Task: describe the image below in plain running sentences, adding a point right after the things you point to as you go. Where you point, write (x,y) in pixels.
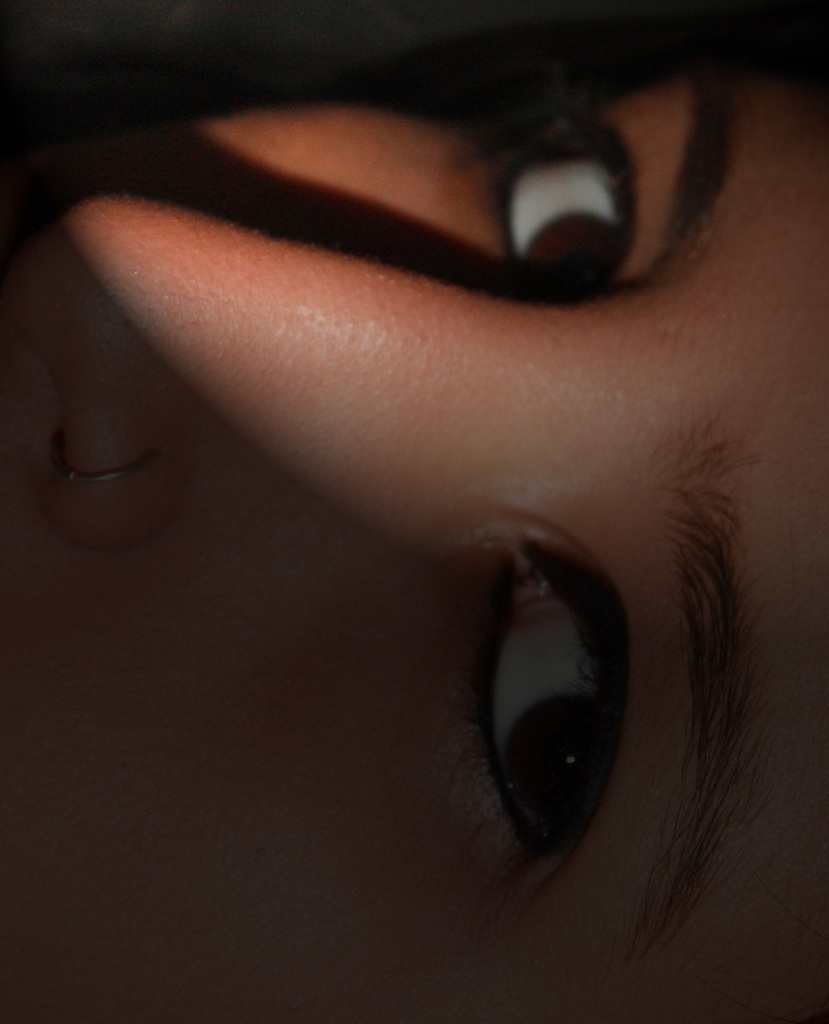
We can see a person's face (298,337) with eyebrows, eyes (524,558) and nose (155,317) with nose stud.
